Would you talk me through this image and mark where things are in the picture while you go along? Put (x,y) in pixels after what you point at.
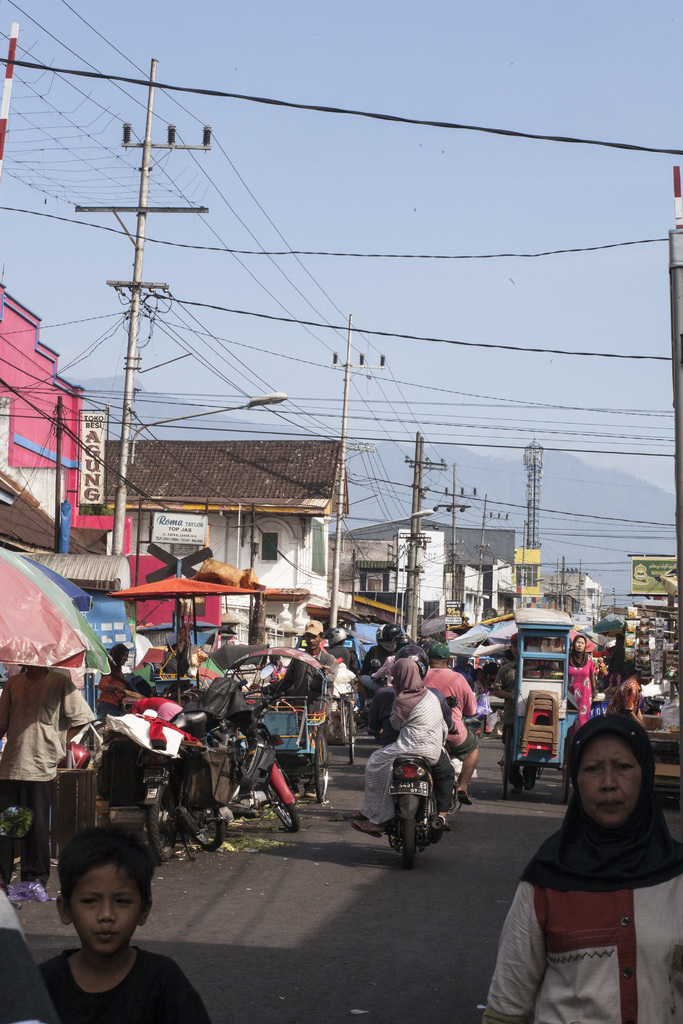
In the image we can see there are people (660,854) who are standing on road (344,830) and people (436,770) are sitting on the bike (413,768) and vehicles (343,702) and there are lot of buildings (337,480) and there is a clear sky (365,251).
